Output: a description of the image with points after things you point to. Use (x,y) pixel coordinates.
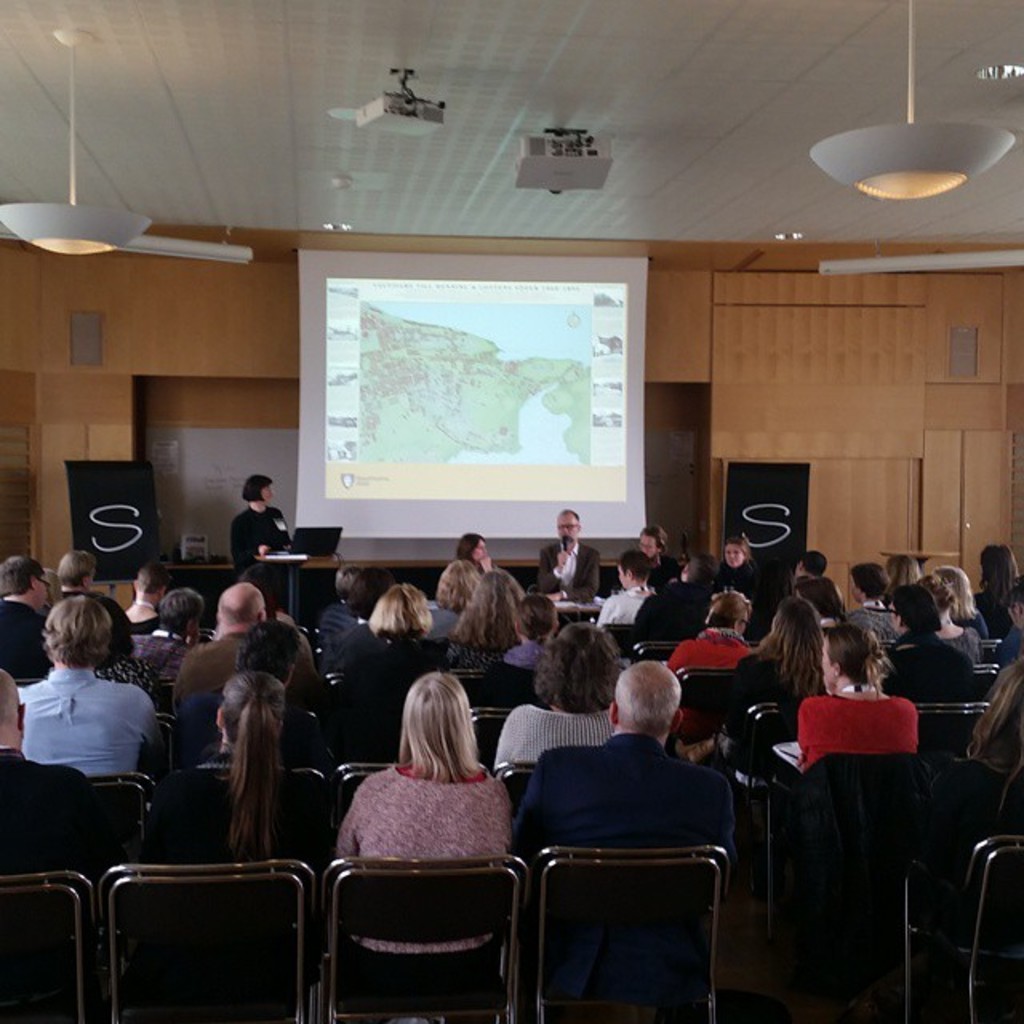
In the image we can see group of persons (350,652) were sitting on the chair (693,671). In the background (762,400) there is a wood wall (4,379), screen (483,522), table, monitor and few persons (556,551) were standing and holding microphone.
